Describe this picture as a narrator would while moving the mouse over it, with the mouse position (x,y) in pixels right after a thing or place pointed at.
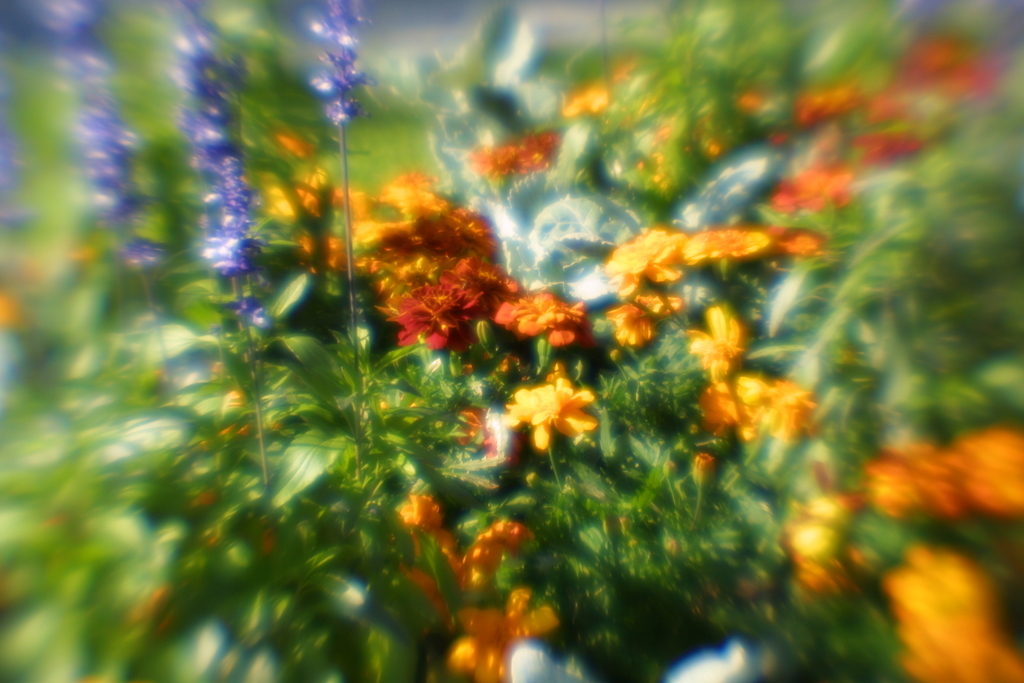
In the image I can see leaves (505,234) and flowers (449,271). The given image is blurred.
